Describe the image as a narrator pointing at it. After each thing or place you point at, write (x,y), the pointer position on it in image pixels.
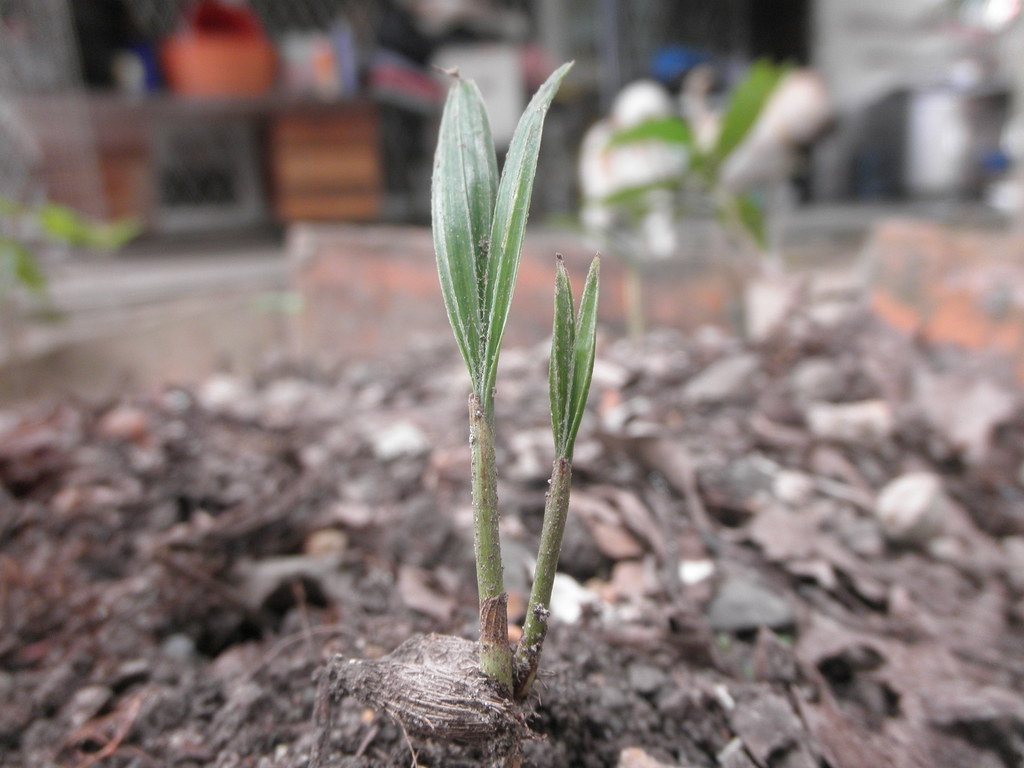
In this picture we can see a plant (477,355). Behind the plant (488,337) there are some blurred objects (798,171).
